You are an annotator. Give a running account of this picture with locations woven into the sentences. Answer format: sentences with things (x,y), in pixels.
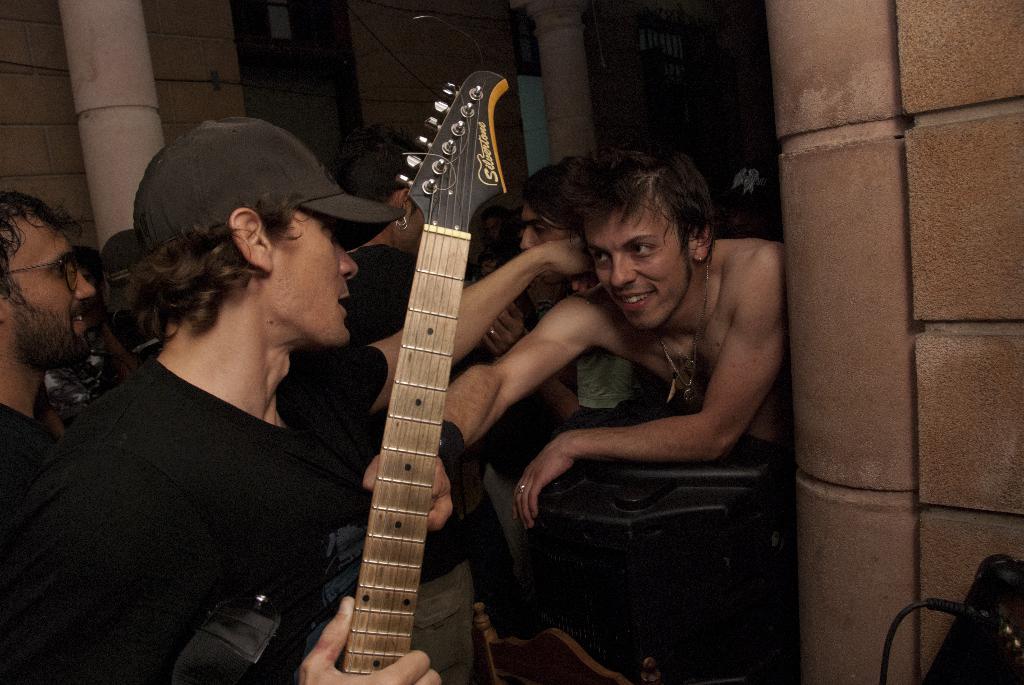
a person (310,464) is standing holding a guitar (427,494). behind him there are other people (95,272). in the front (605,303) there are people (568,284). the person (667,311) at the front (507,349) is holding the t shirt (345,487) of a person (173,156) in front of him. at the back (135,129) there are pillars (137,141) and a wall (220,72).
